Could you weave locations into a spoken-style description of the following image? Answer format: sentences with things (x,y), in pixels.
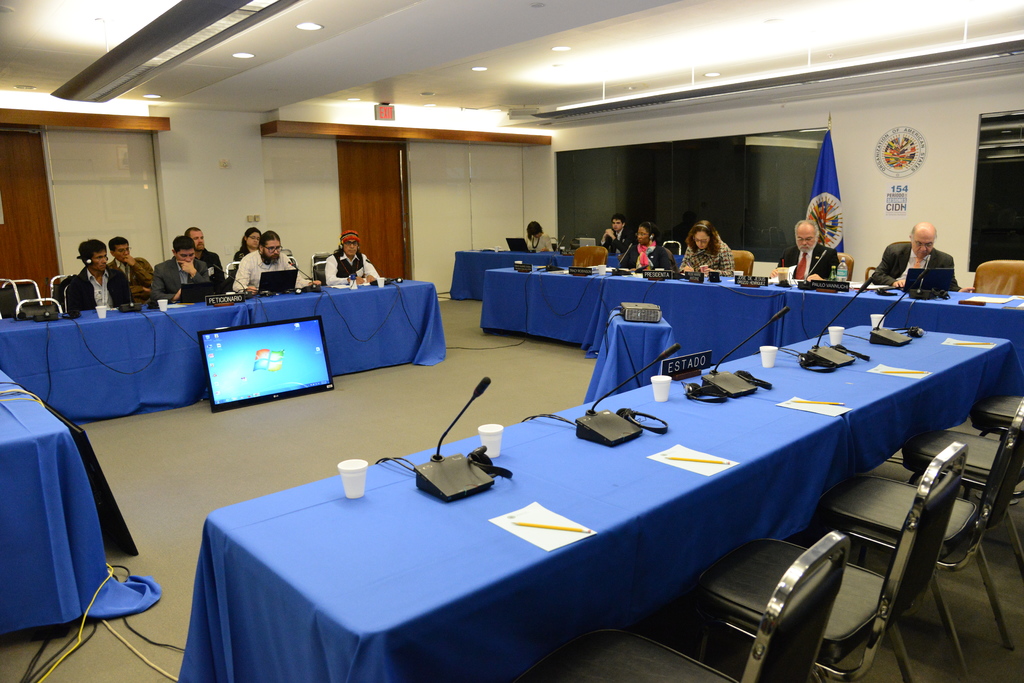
There is a conference hall (274,279) in this picture in which some people (113,295) were sitting around a tables (932,310) on which there is a mic (442,466), cups (353,467), paper (538,521) and pens (538,528). We can observe a television (302,370) here. In the background (365,216) there is a door (360,202) and a wall (153,190) here.
